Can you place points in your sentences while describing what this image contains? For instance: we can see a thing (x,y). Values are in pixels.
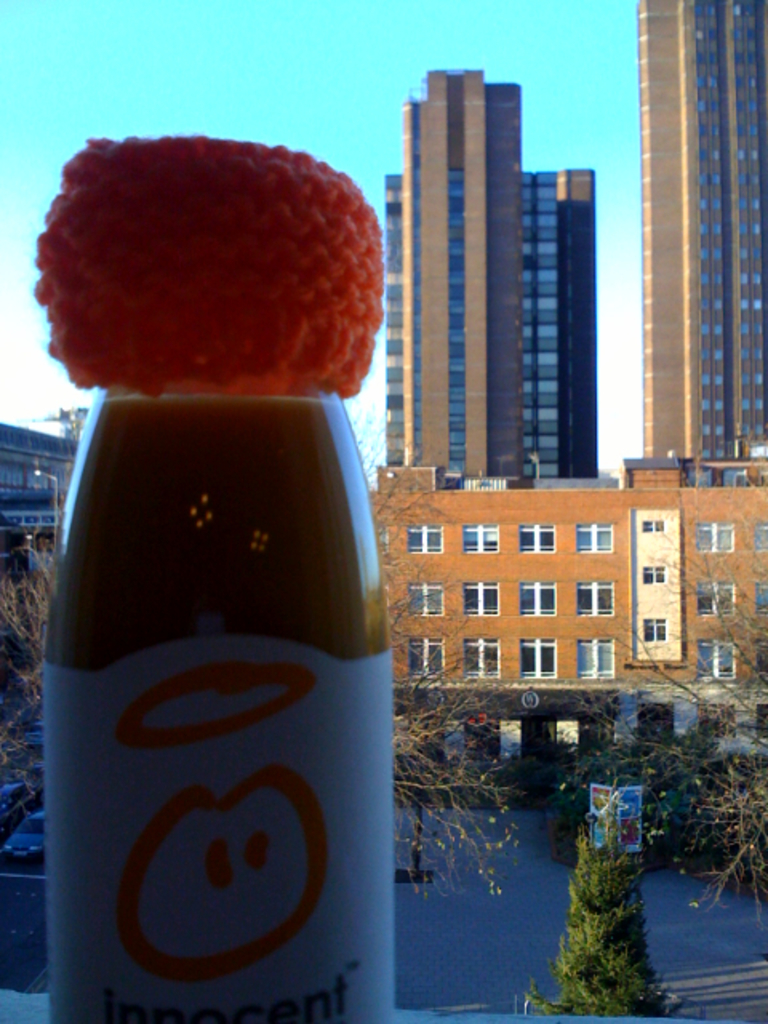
In this image there is a glass bottle (144,659) in the foreground (180,643) and in the background (680,583) there are high story buildings (520,392) and trees (586,869).
